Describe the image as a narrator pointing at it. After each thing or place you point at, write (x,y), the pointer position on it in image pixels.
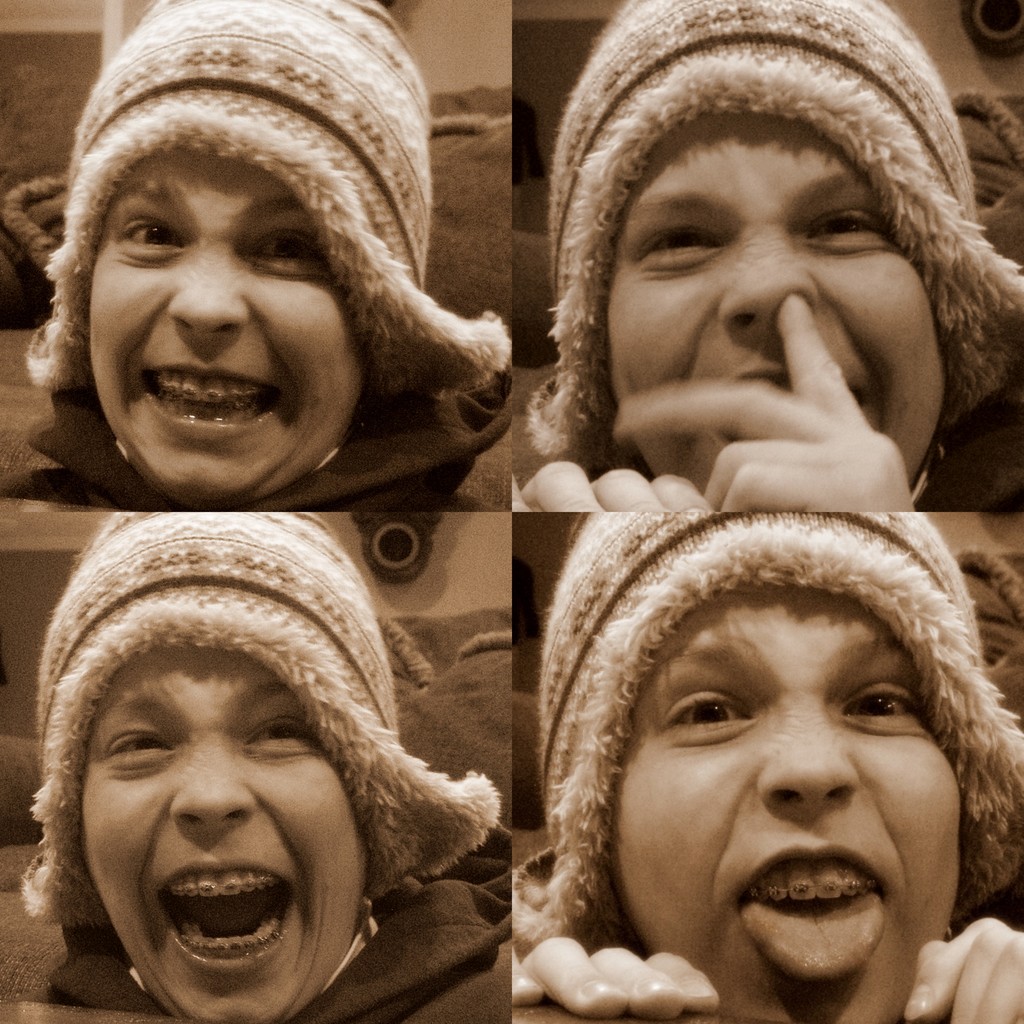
In this image there is a collage, there are persons (451,929) truncated towards the bottom of the image (192,957), there is an object (512,283) behind the person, there are objects (997,599) truncated towards the right of the image (992,12), there is an object (988,29) truncated towards the top of the image (1004,32), there is the wall (466,47) truncated towards the top of the image (443,34).
